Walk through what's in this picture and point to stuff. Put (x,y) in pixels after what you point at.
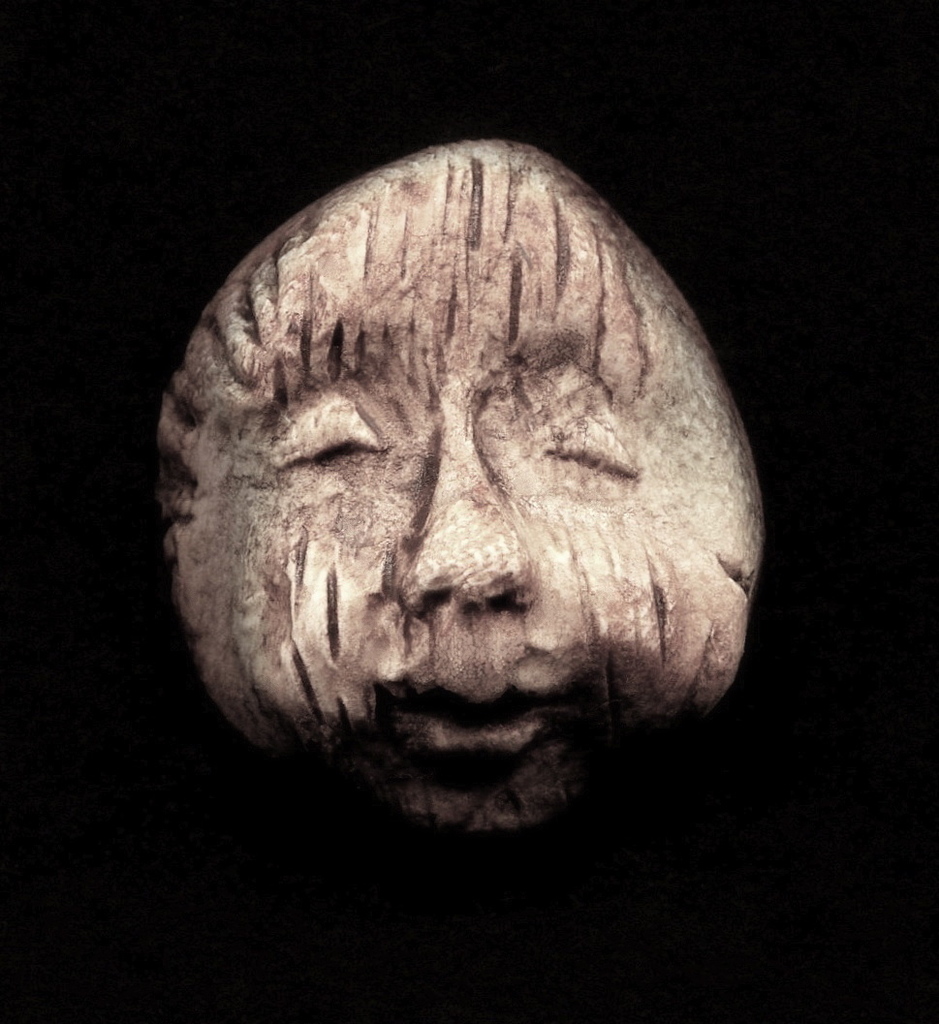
In this image there is a rock (494,696) and we can see carving (388,536) on it.
